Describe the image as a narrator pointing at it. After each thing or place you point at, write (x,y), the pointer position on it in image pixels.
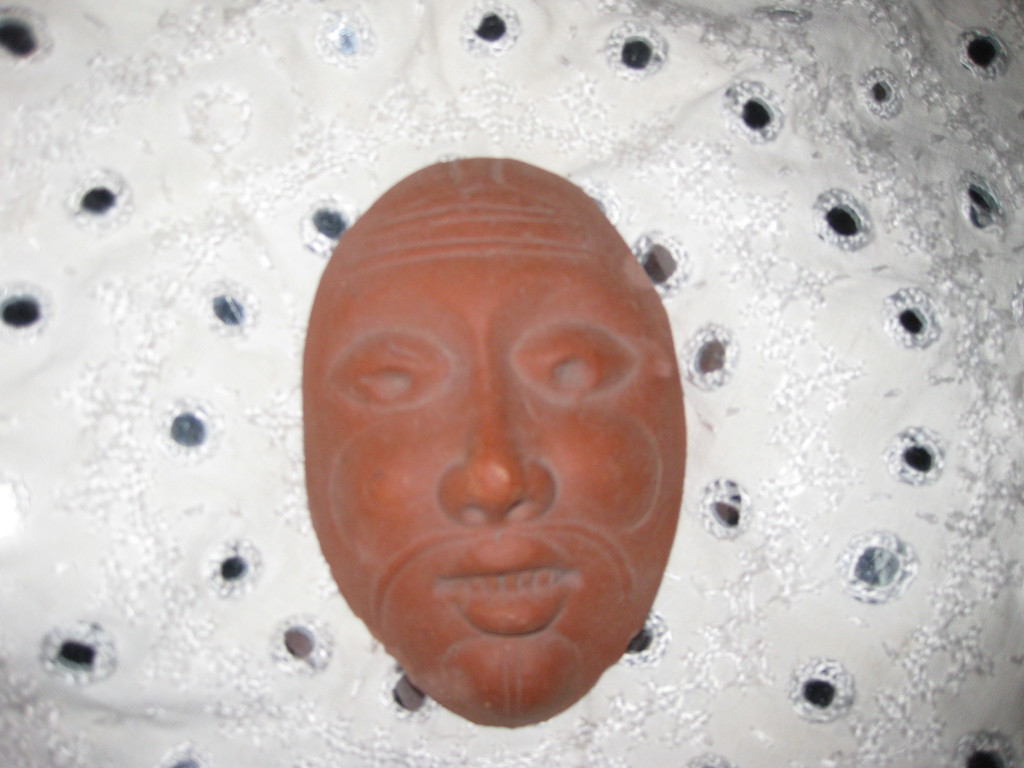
In this image in the center (447,351) there is a mask (375,478), and in the background (184,297) it looks like a cloth (338,147).
